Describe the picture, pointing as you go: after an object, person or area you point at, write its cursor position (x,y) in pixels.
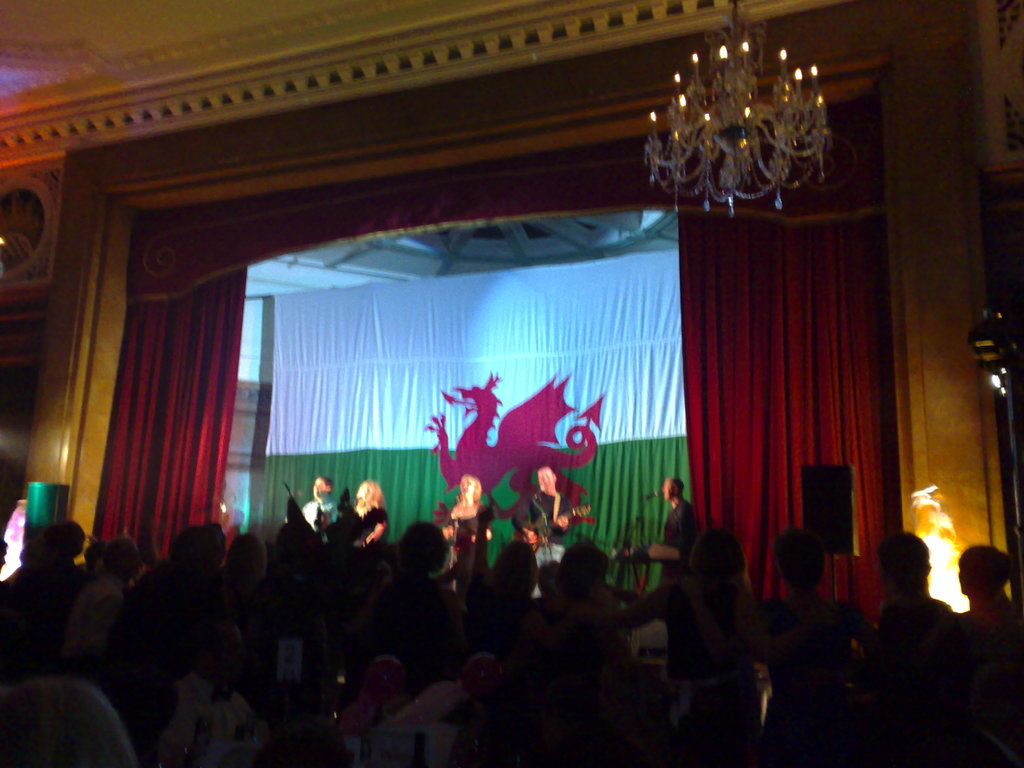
In the foreground of this image (668,596), there are persons (601,668) standing and few (180,707) are sitting on the chairs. In the background (523,541), on the stage (567,509), there are few persons (551,507) performing in front of mics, a flag (605,500), curtain (725,335), chandelier (757,130) to the ceiling (253,24), wall (960,519) and few lights (930,534).
